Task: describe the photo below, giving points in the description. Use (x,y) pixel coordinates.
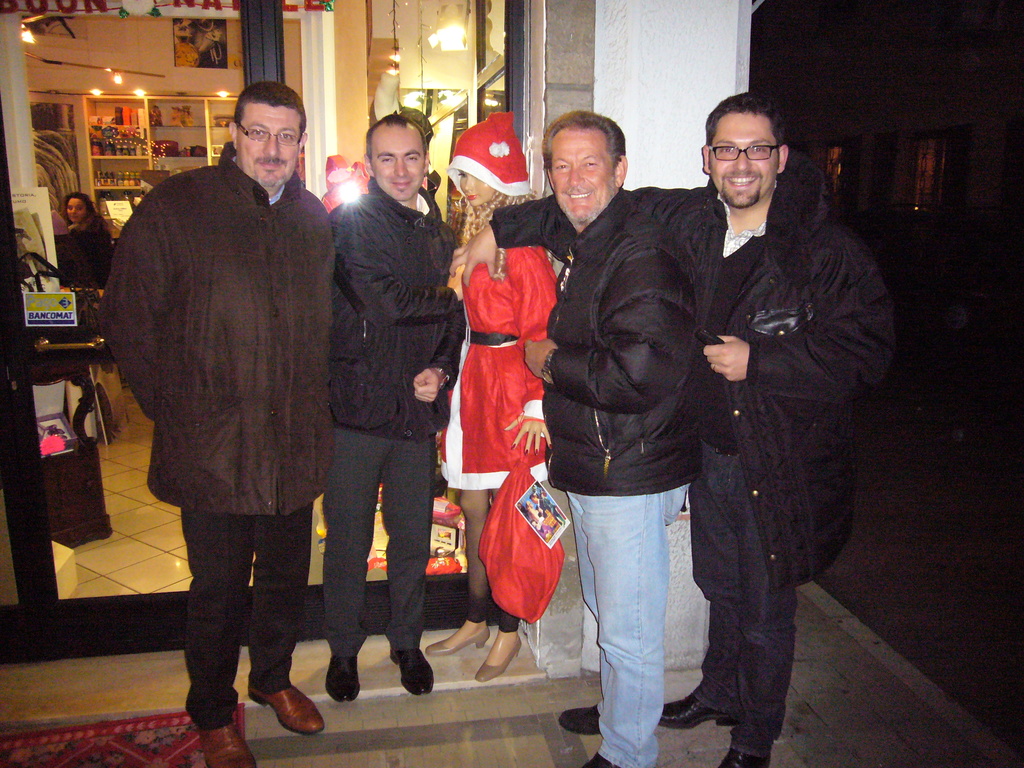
In this image we can see persons (437,352) standing on the floor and some are sitting on the chairs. In the background (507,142) we can see a mannequin (527,431) in Santa Claus costume (508,459), pet jars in the cup boards (193,125), curtain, wall hangings (202,61) to the wall (128,57), decor lights (134,72) and papers (30,234).
